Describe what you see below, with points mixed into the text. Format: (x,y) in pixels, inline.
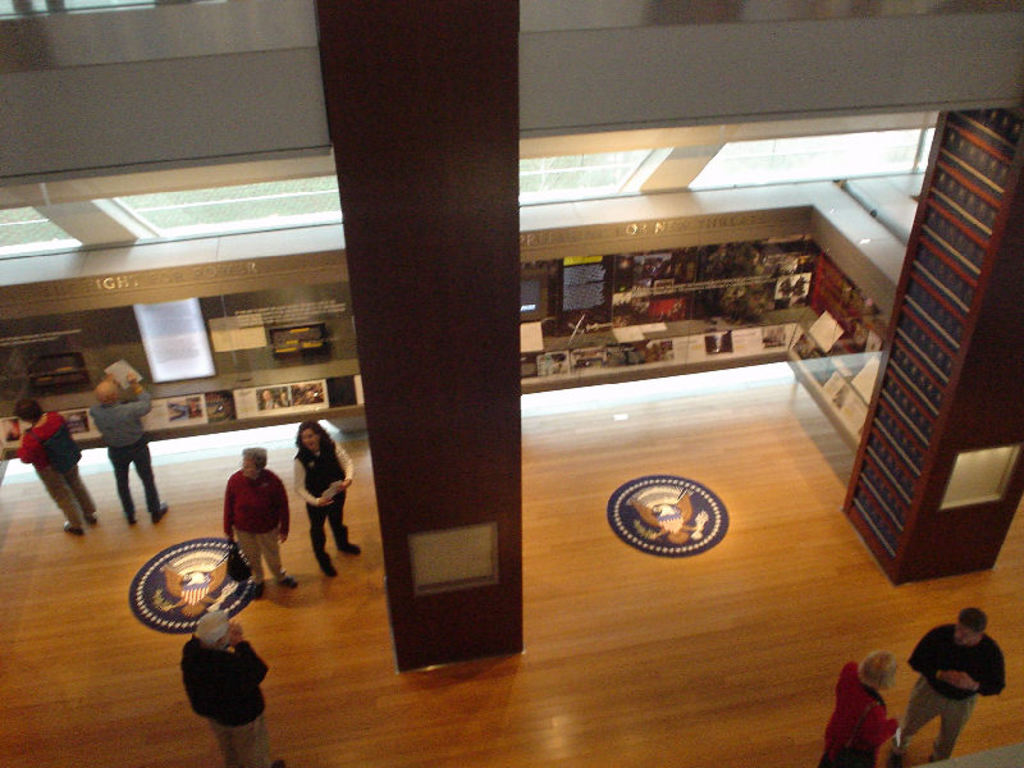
In this image, I can see few people (920,721) standing. These are the pillars (416,132). I can see the logos (682,534) on the floor (724,438). I think these are the poster (599,293) and boards (564,365). I think this picture was taken inside the building (816,204).
